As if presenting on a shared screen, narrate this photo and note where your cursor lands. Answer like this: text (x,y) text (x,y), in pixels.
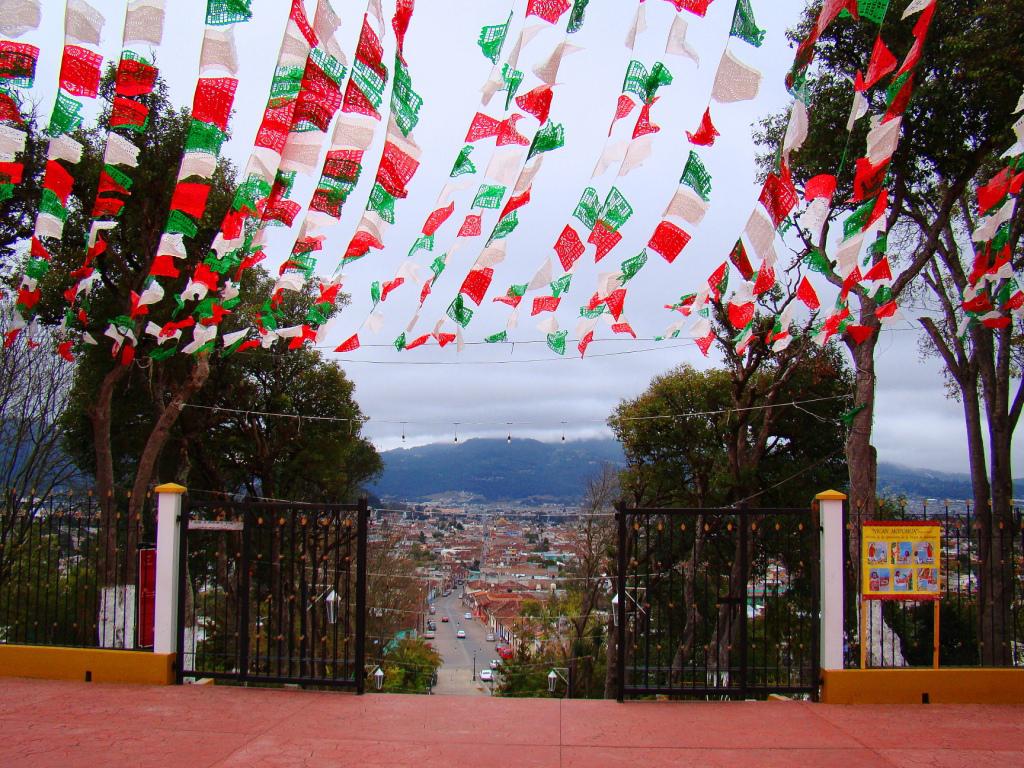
In the picture I can see the gate (353,687), fence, board (891,589), decoration flags (537,297), trees (94,261), we can see vehicles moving on the road (458,659), I can see houses (570,544), hills (406,459) and the sky (643,344) with clouds (736,131) in the background (552,209).
